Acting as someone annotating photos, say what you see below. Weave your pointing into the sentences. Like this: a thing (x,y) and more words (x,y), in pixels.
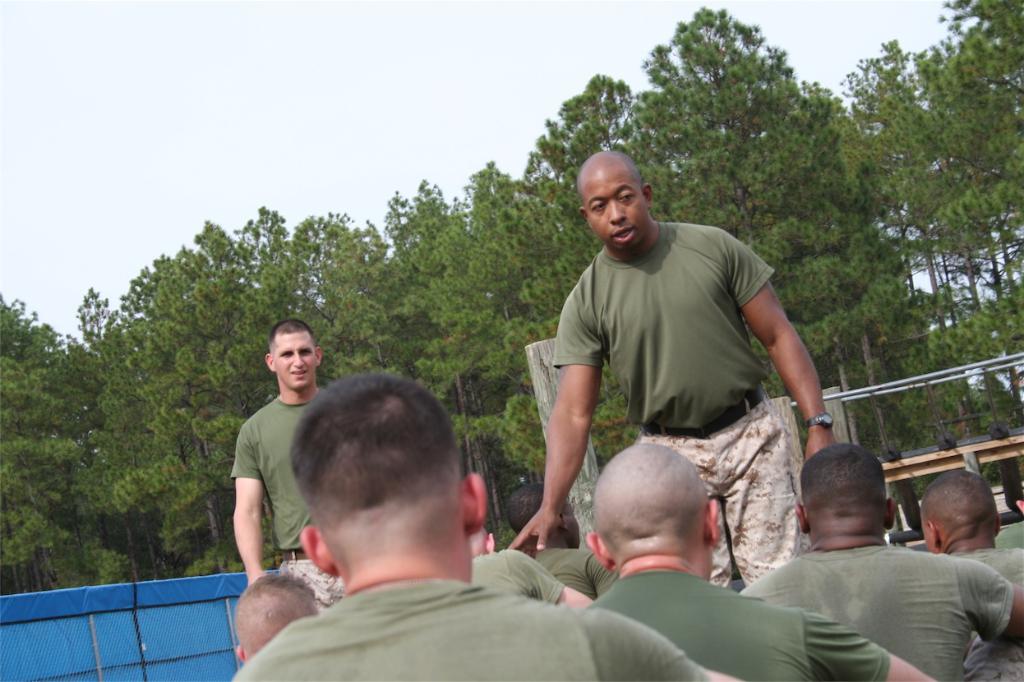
In this image I can see few persons (658,630) wearing green colored t shirts (616,636) are sitting and two other persons (643,332) wearing green colored t shirts (563,321) are standing. In the background (231,507) I can see a blue colored object (156,596), few trees (153,558), a wooden log (538,406), few metal rods (918,384) and the sky (254,158).
